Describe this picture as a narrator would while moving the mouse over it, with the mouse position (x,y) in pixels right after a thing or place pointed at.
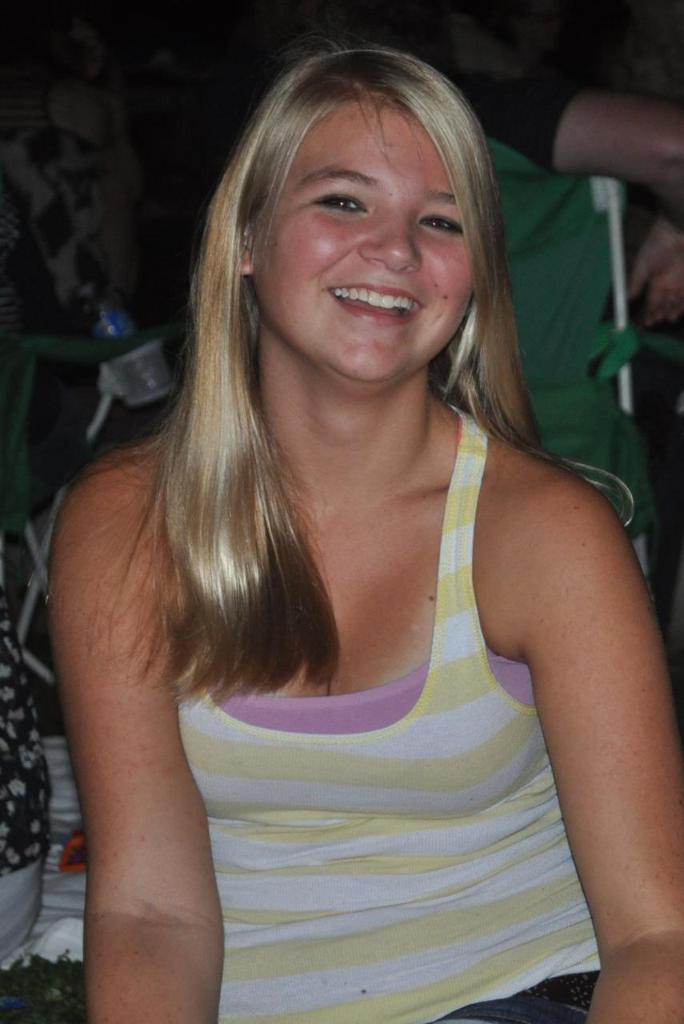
In this picture there is a woman (379,656) wearing a striped shirt (407,792). In the background (612,91) there is a person (626,119) towards the top right (609,104).
